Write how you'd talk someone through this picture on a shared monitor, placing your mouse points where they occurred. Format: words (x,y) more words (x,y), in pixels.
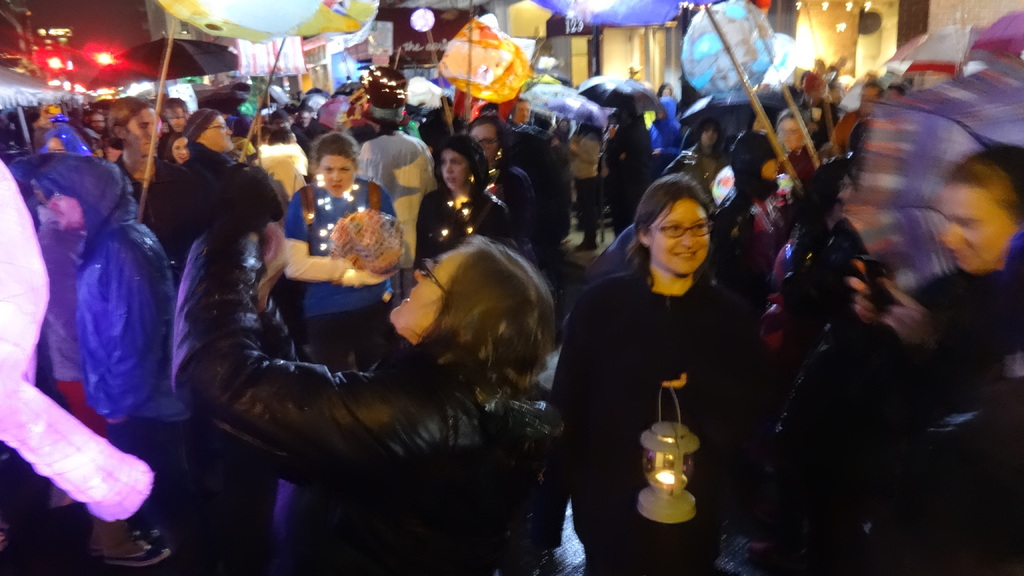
In this picture we can see a group of people (279,395), here we can see umbrellas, lantern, lights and some objects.
